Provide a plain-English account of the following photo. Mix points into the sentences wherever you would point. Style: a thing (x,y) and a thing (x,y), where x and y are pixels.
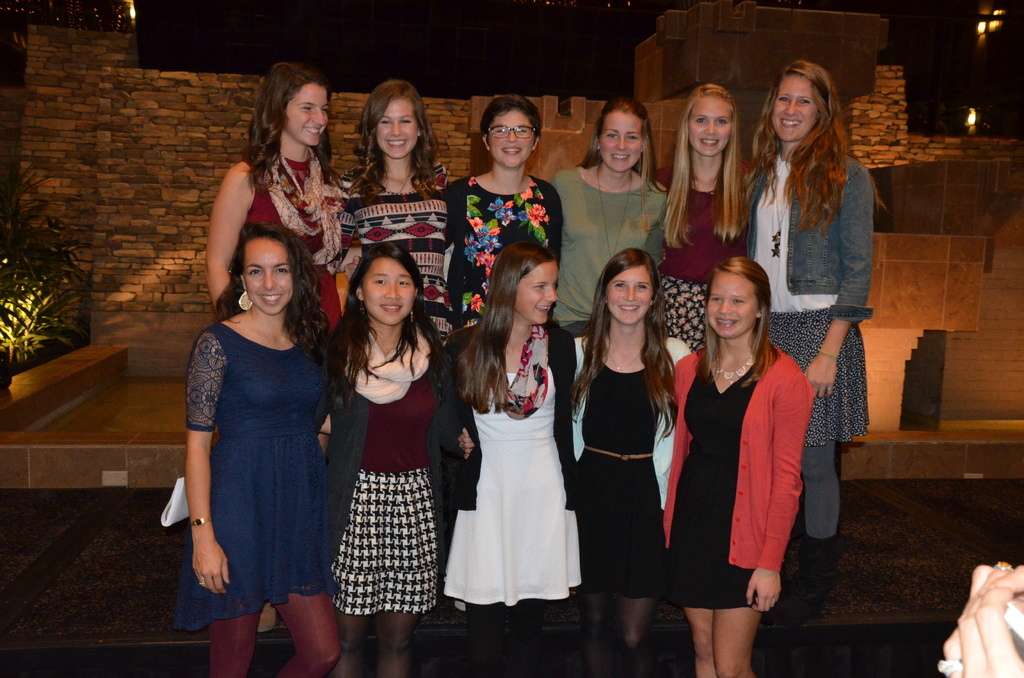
In this image we can see a group of ladies (648,509) are standing in two rows (611,315) and taking photograph.
